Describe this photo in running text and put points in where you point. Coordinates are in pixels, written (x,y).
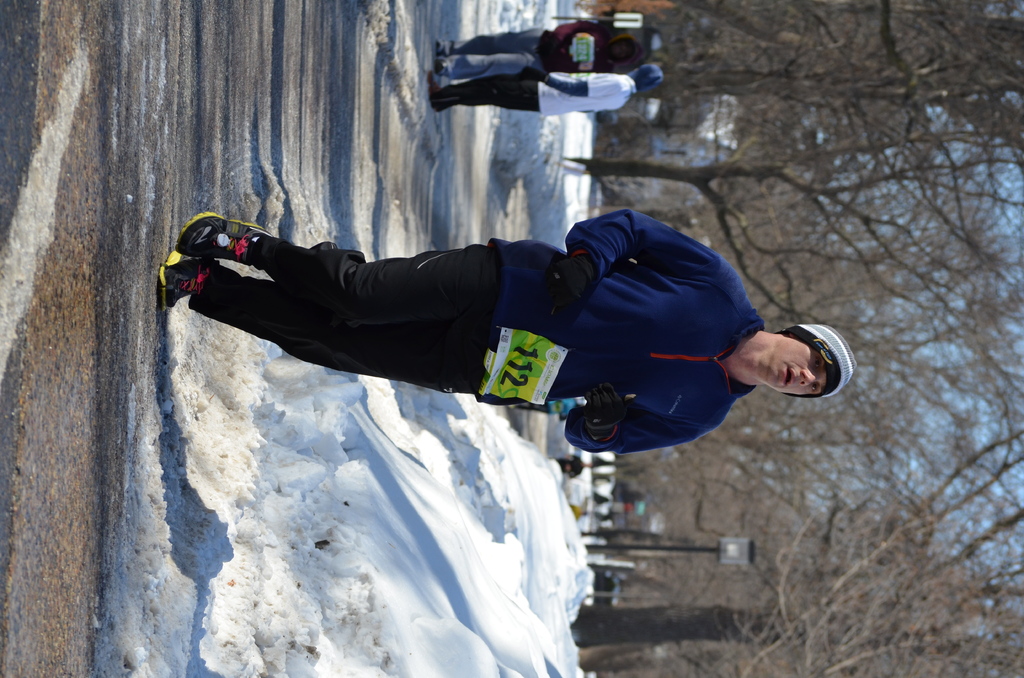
In this image we can see a person (533,324) wearing cap (824,352), gloves (618,398) and chest number (540,339). On the ground (534,449) there is snow (514,475). In the background (617,80) there are few people (622,93). Also there are trees (826,304).
